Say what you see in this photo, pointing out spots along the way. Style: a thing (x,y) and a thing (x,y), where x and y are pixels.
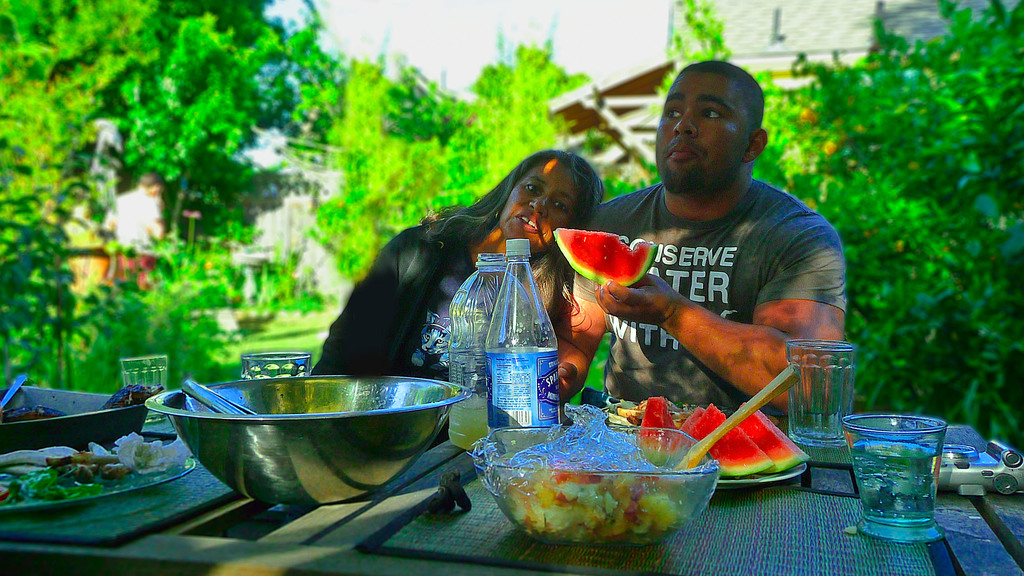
A lady (401,277) with black jacket (424,279) is sitting beside a man (693,251) with grey t-shirt (752,249), holding a piece of watermelon (622,249). IN front of them there is a table (318,530). On the table (331,541) there is a bowl (618,483) with food items (599,502), a glass (890,484), camera (995,456), plate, big bowl steel one (366,457), water bottles (494,350) and spoons (20,388). In the background (185,154) there are some trees (432,134) and building (775,21).
